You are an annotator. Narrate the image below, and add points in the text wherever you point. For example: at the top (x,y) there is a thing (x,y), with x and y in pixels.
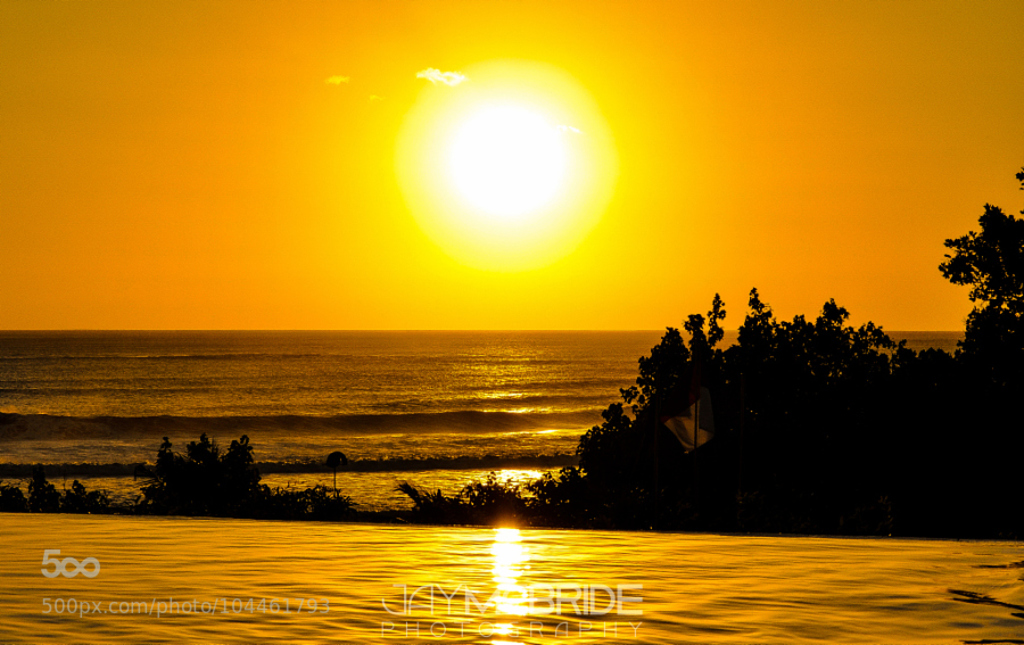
In this image we can see a few trees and the water (440,349), in the background (988,5), we can see the sunlight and the sky (91,216), at the bottom of the image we can see the text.
